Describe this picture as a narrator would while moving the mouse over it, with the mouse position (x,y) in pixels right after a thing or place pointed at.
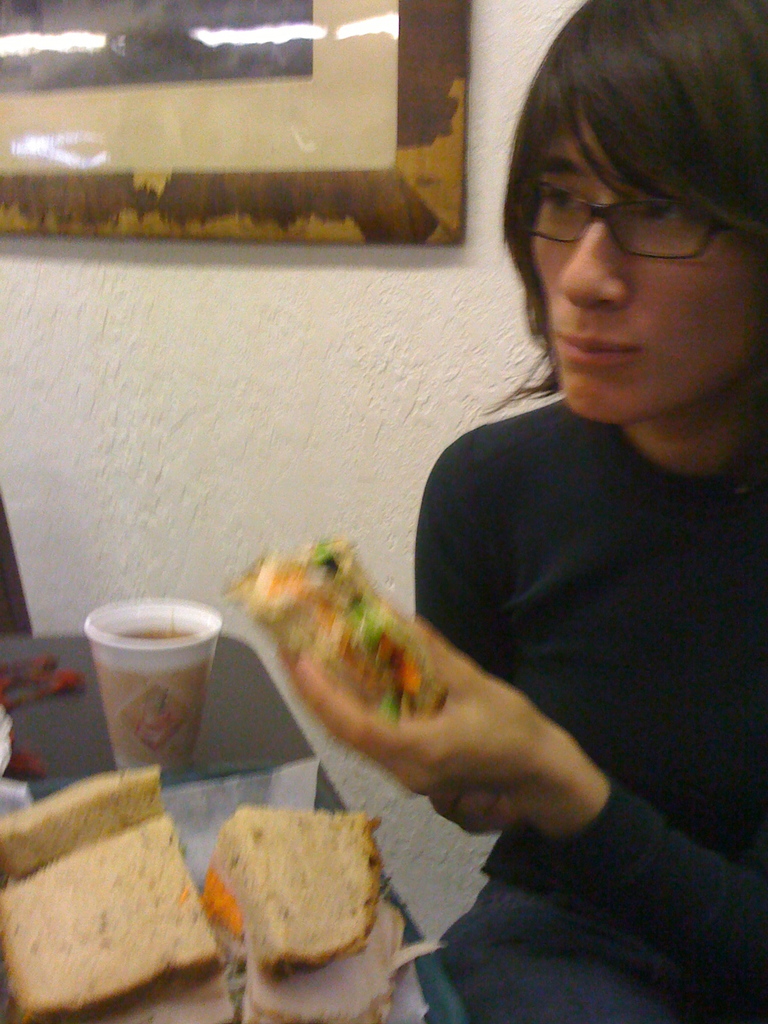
In this image I can see a person (501,877) wearing black color dress (578,515) and holding a food (304,621) which is in brown and green color, in front (155,882) I can see a glass (152,685) and food (149,941) on the table (248,732). Background (251,110) I can see a frame (274,146) attached to the wall (232,301) and the wall (96,489) is in white color.
